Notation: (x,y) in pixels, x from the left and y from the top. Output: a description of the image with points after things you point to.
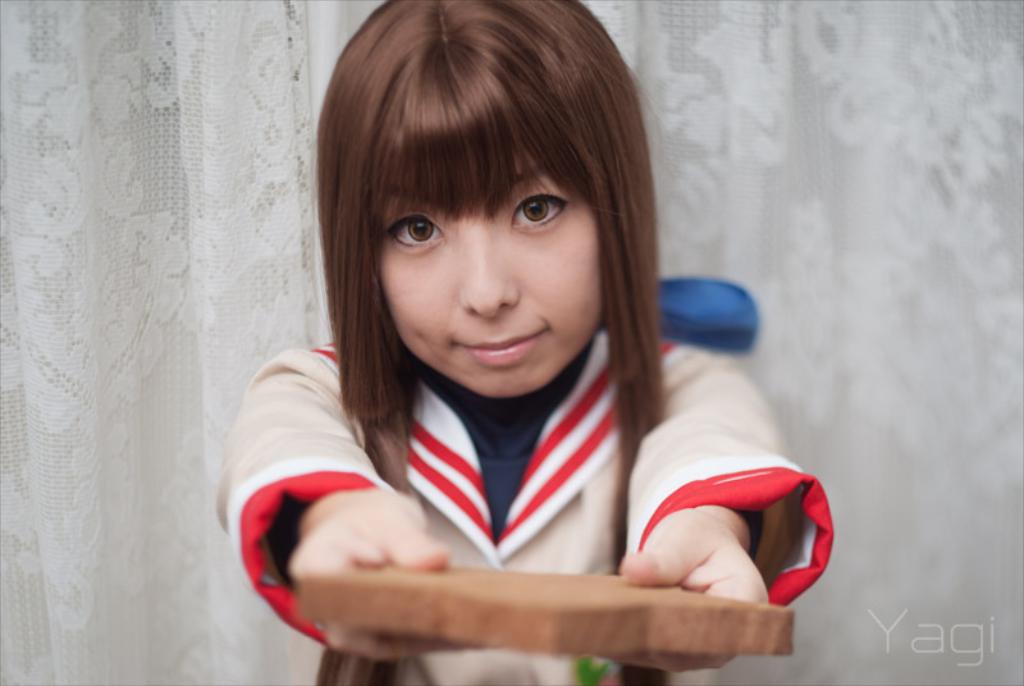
In this image, we can see a woman (520,478) is smiling and holding some object (547,640). Background (958,235) we can see a white curtain (950,208). Right side (949,647) bottom, there is a watermark (917,646) in the image.
